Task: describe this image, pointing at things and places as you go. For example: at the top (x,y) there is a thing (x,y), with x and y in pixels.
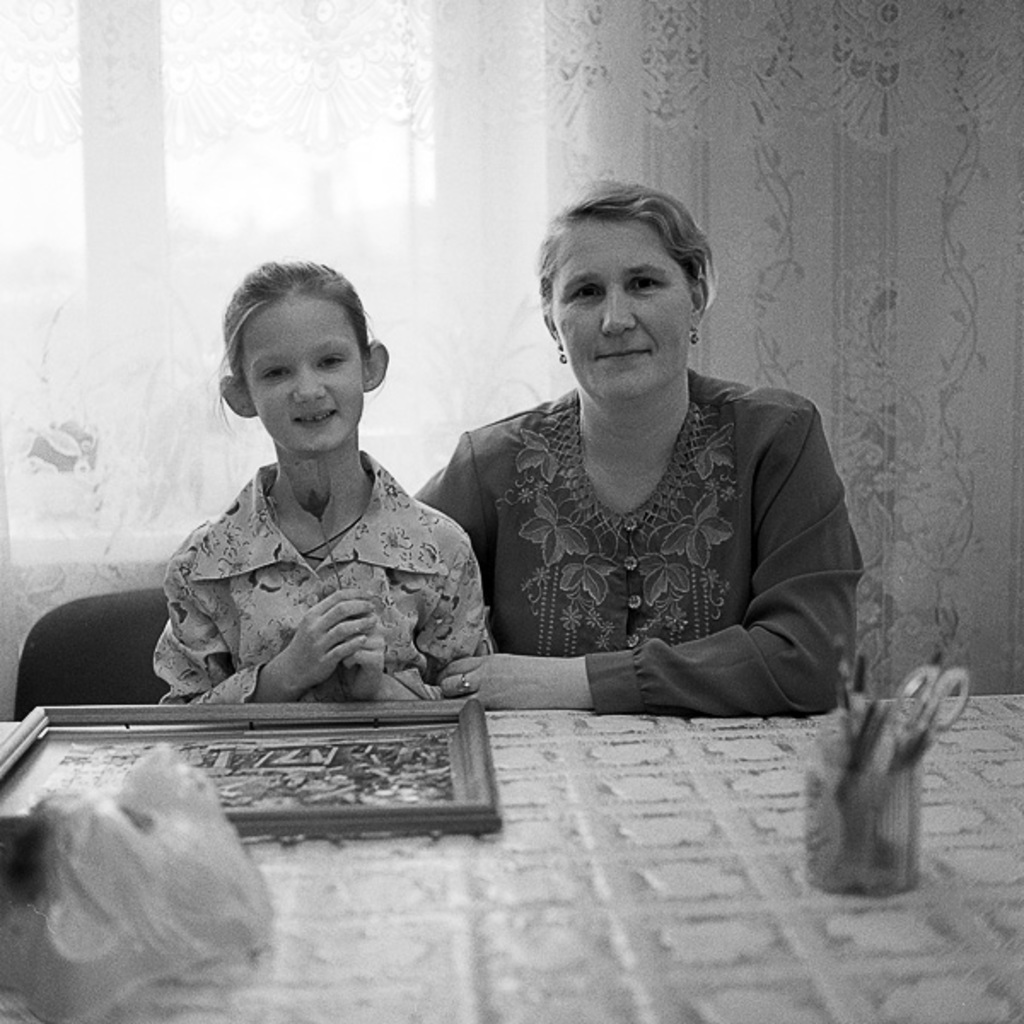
In the image there are two ladies (415,553) sitting on chair (123,632). In front of them there is a table (645,979). On the table (814,931) there is a pen stand (859,816), a frame (418,822). In the background (834,149) there is curtain (400,163).
